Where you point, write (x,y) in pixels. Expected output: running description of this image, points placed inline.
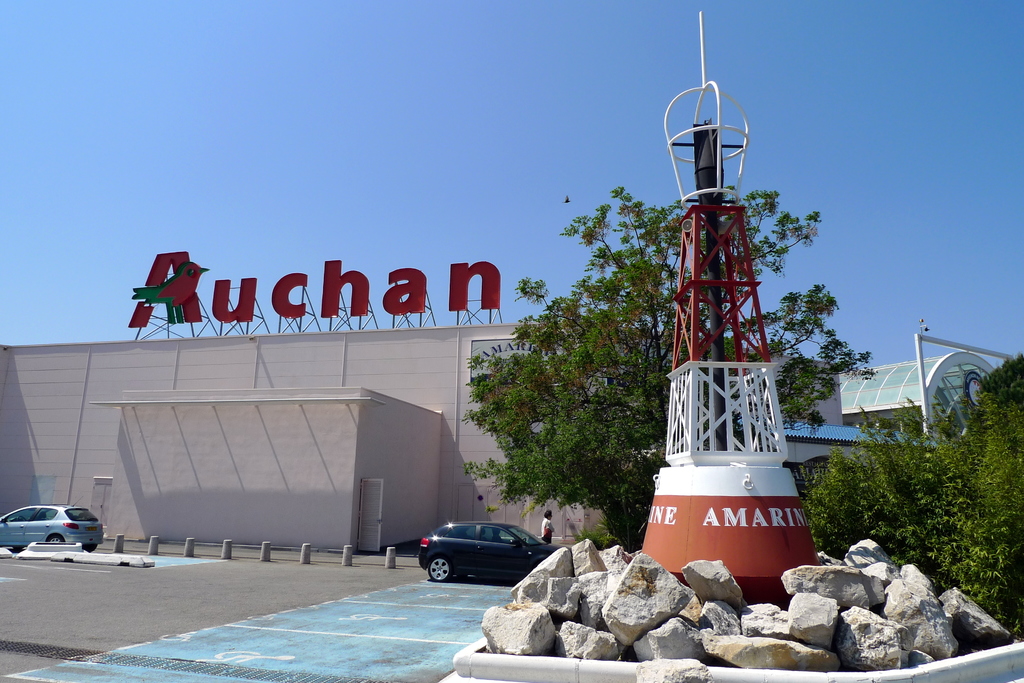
This picture is clicked outside. On the right (683,454) we can see the metal rods (750,390) and some rocks (802,609). In the center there is a vehicle (468,557) seems to be running on the ground (407,556). In the background (360,272) we can see the sky (81,196), building (232,367), text (144,318) attached to the building (488,329), trees (906,502) and a car (77,525) and some other objects (50,551).
